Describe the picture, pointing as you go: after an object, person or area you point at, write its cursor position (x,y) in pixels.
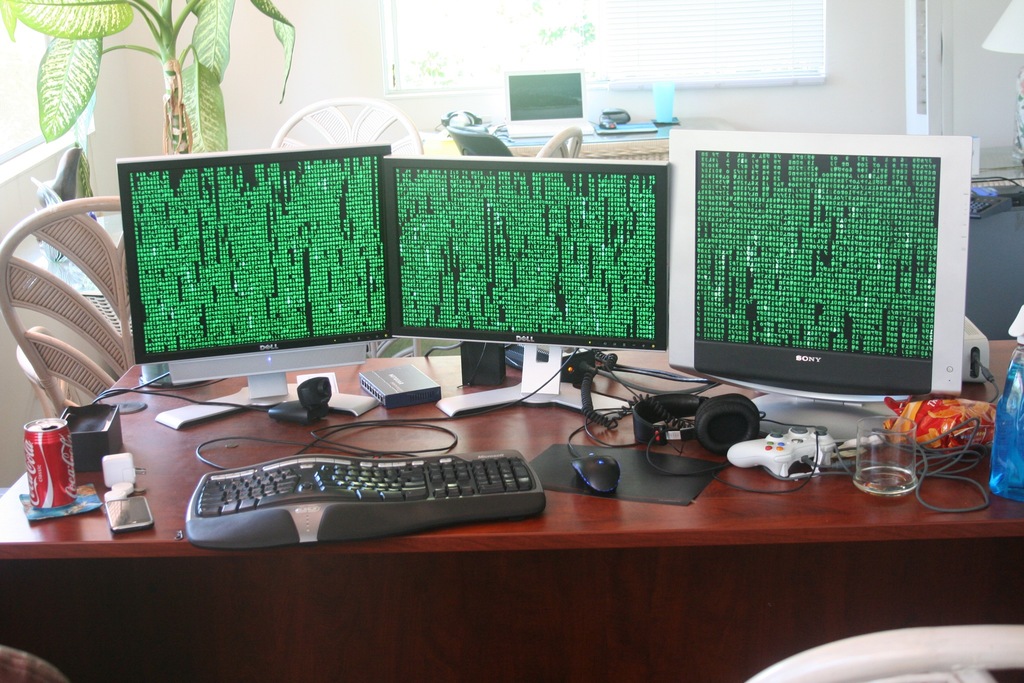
In the center (445,421) we can see table (756,530), on table (673,532) we can see the monitors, keyboard (276,479), and, mouse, glass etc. Coming to the back ground (496,134) we can see the wall (789,103), plant (105,18) and few empty chairs (387,138).
